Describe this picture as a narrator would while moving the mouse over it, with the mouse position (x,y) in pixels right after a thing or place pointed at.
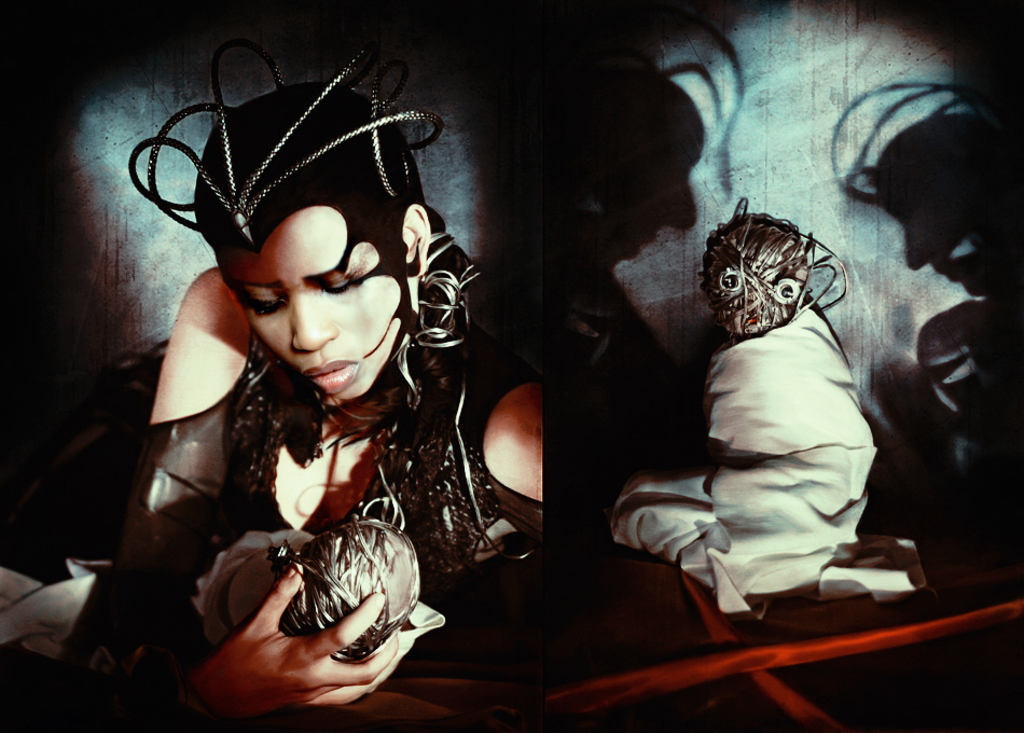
In this image I can see the collage picture and I can see the person (499,426) is holding something and wearing the black color dress (453,508). I can see an object (790,272) with the white color cloth (796,428) to it. Background (864,337) is in black color.
